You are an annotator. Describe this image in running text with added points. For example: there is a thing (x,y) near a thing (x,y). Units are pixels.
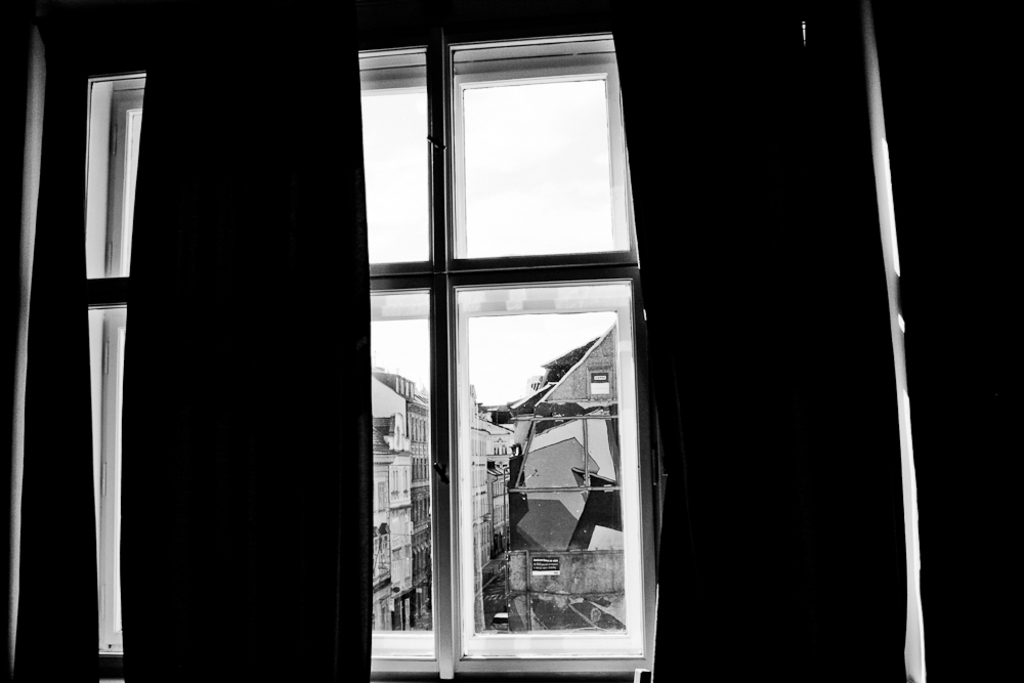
This is a black and white image and here we can see a wall (670,365) and a window (436,368) and through the window (441,301), we can see buildings (488,447) and there is a vehicle (501,623) on the road (504,588). At the top (504,159), there is sky (473,185).
